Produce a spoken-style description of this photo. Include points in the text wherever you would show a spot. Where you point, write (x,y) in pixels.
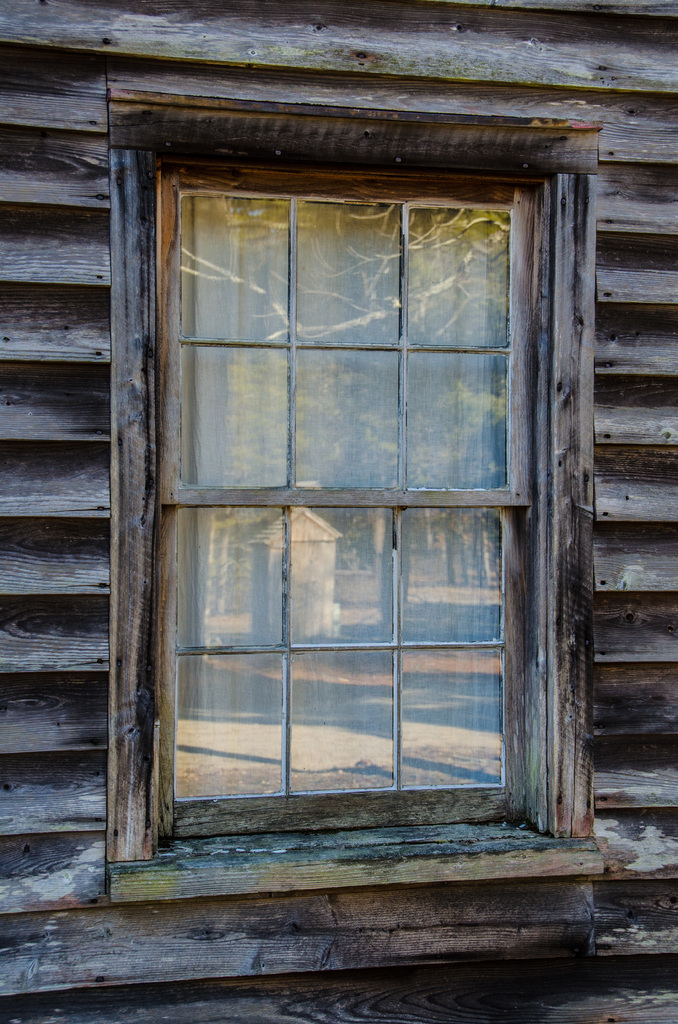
In this picture I can see there is a window (191,533) and there is a grass (273,743) and there is reflection (333,581) from the window (425,442) and there are trees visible from the window (282,528).
